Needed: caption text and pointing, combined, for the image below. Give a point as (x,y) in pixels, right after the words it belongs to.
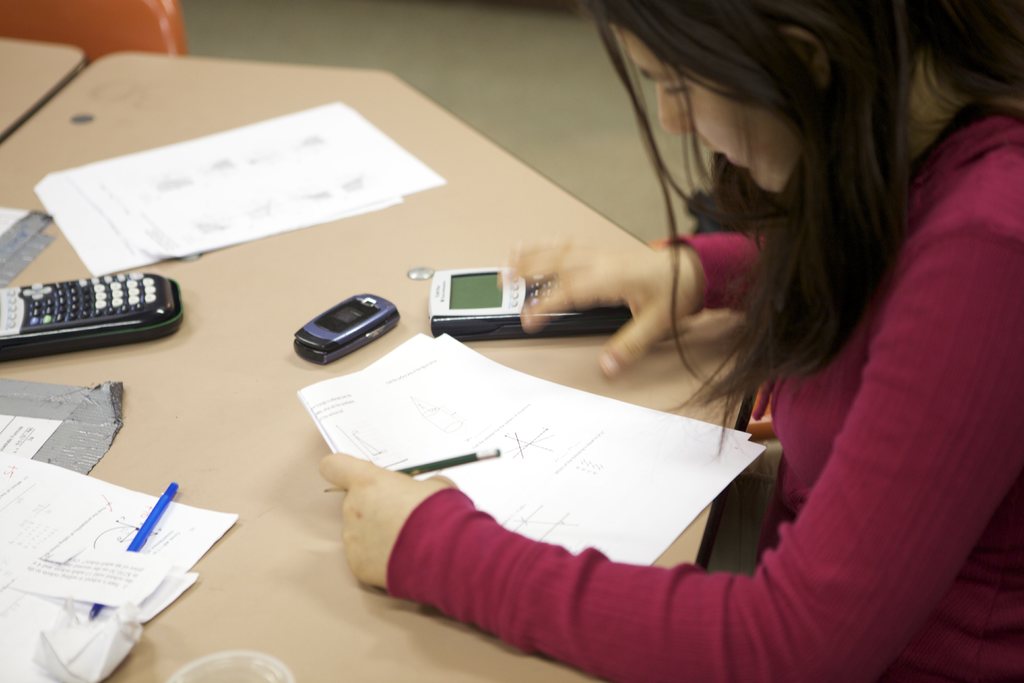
In this picture I can see papers (543,476), there is a mobile (324,350), pen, there are calculators (67,334) and an object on the table (325,252), there is a person (762,43) holding papers (387,447) and a pencil (442,468), and in the background (109,26) there is another table (29,69), and it is looking like a chair (128,25).
